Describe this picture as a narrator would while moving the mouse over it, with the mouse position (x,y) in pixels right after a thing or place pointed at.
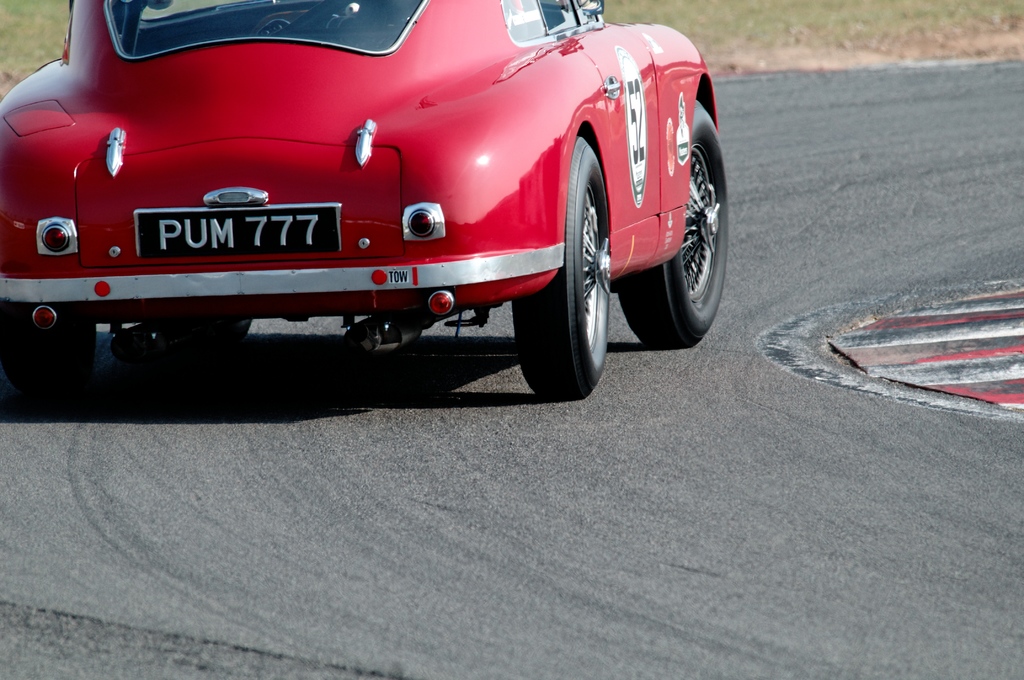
In this picture we can see a red car (270,189) on the road (171,427) and behind the car (507,134) there is grass (772,36).
